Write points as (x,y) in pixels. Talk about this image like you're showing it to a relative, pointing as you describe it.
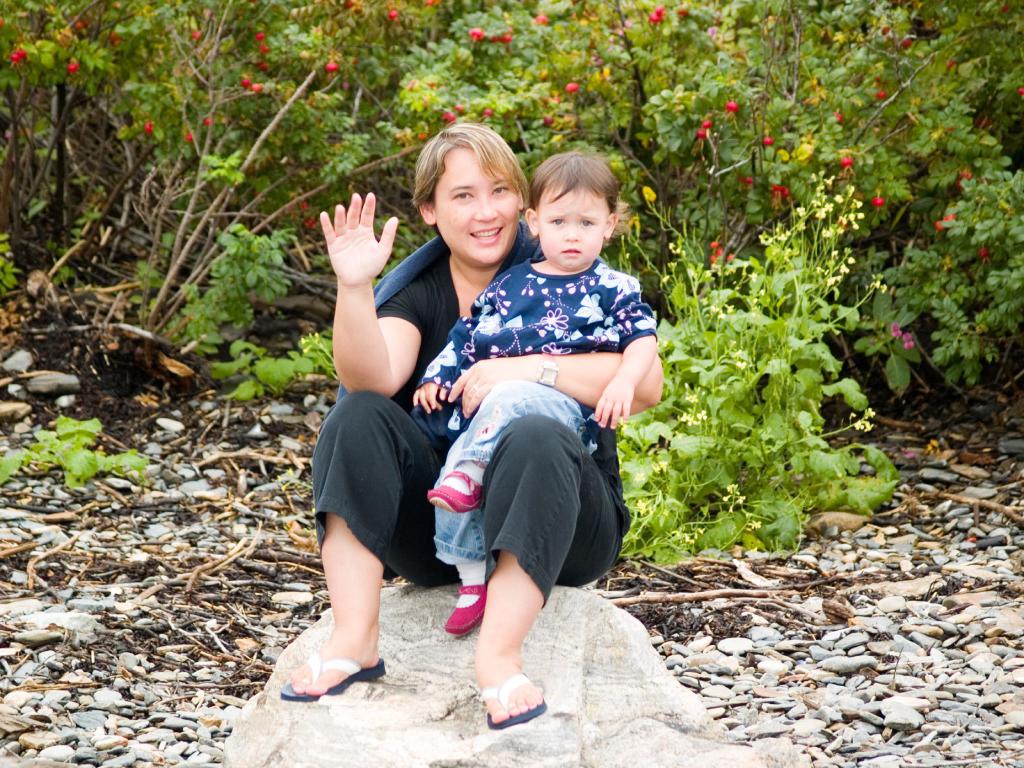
In the center of the image (432,452) we can see a woman (389,514) sitting on the rock (418,594) carrying a child (468,420). We can also see some stones (214,541), dried branches (241,559), a group of plants (175,206) with fruits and flowers (679,249) to it.
